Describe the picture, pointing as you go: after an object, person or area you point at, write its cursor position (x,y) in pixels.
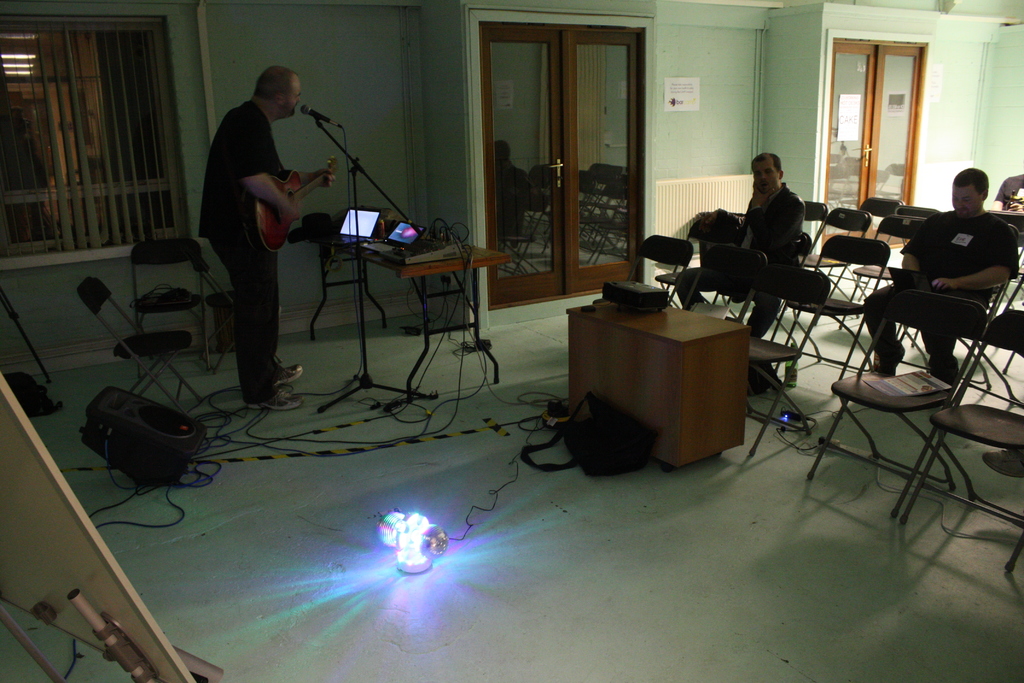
In this image we have four people (872,303) among them two are sitting on the chair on the right side (738,290) and on the left side (227,223) we have a man (227,230) who is playing guitar (284,185) and singing in front of the microphone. On the table (419,270) we have two laptops (413,236) and few other objects (433,235) on it. On the bottom of the image (412,525) we have a light (392,528) on the floor (371,578) and we have some empty chairs (946,426) on the floor (813,457), beside this man (210,173) we have a glass door (579,136) and mint green color wall (722,100).
